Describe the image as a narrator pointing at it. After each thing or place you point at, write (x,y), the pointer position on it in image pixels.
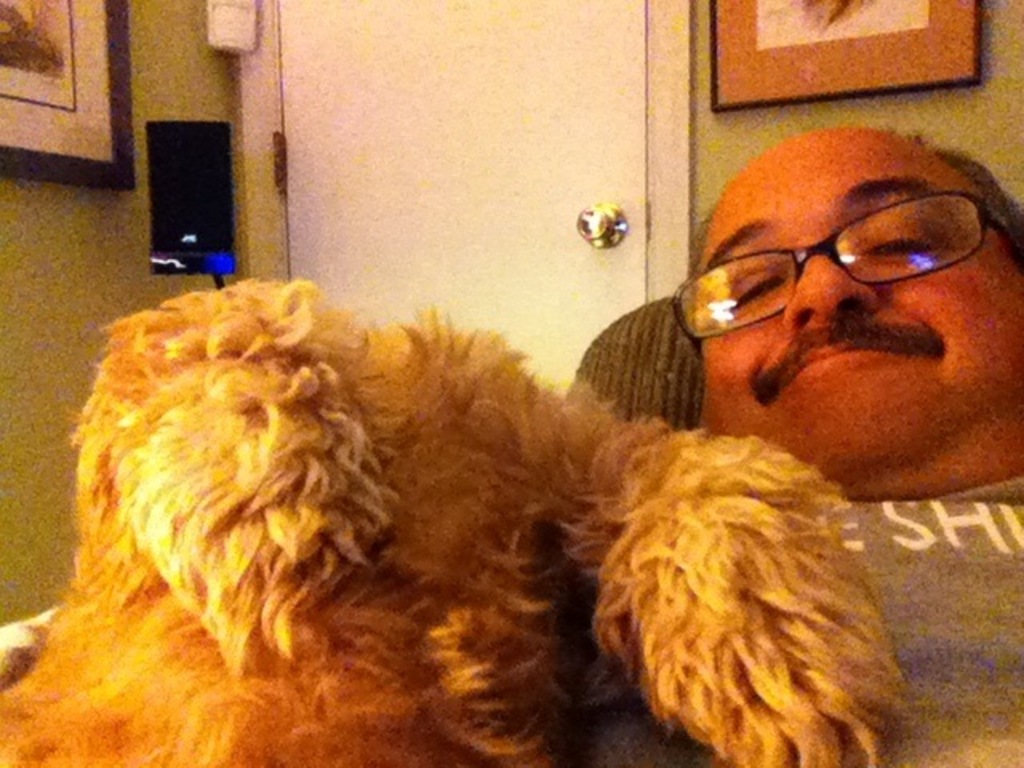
There is a man (829,361) smiling and wore spectacle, beside this man (799,438) we can see a dog (426,480). Background (778,15) we can see frames (718,41) on the wall (225,60) and door (314,151).
